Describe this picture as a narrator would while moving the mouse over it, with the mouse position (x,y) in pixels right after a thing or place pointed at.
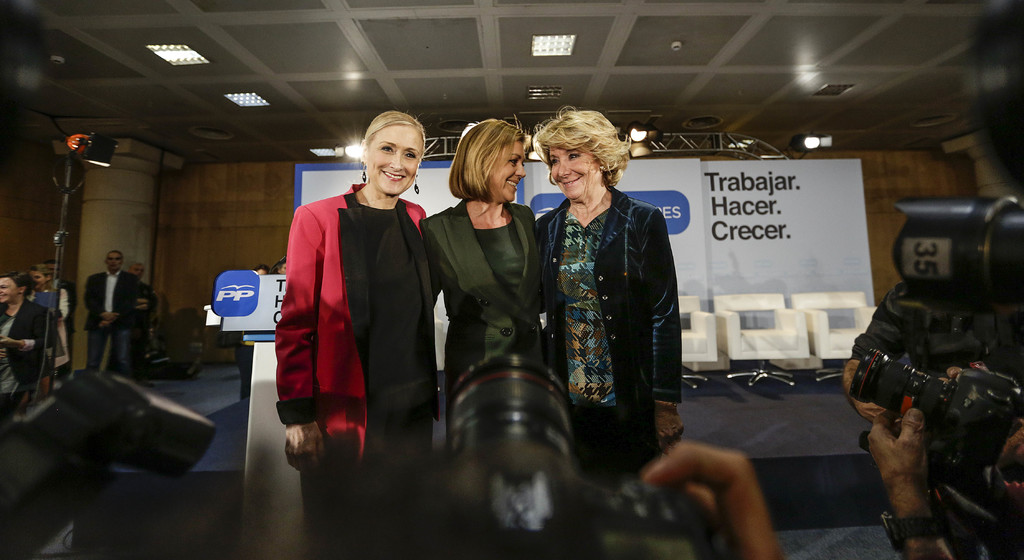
3 Beautiful women (612,235) are standing and smiling at the down side these are the cameras (686,514).
